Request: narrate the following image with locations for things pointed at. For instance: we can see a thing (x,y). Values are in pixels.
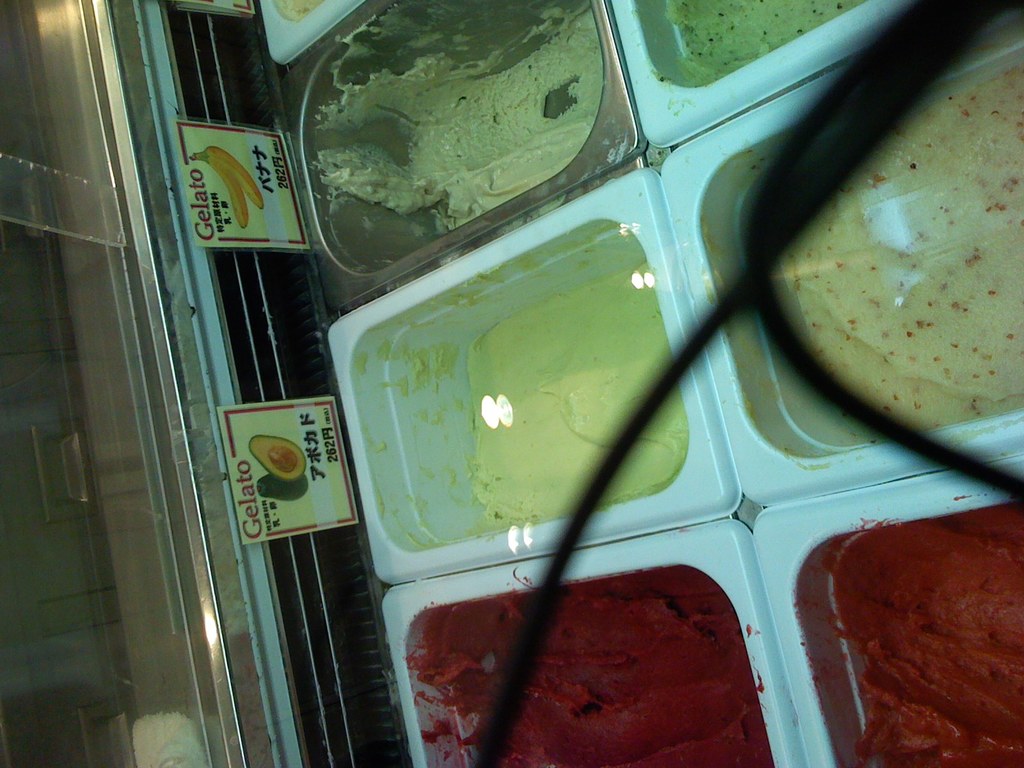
In this image there are vessels (651,21). There are ice creams (606,343) in the vessels (824,672). Beside the vessels (392,444) there are small boards (246,203). There are pictures (280,466) of fruits (276,436) and text (318,454) on the boards (263,210). To the left (158,347) there is the glass (67,530).
